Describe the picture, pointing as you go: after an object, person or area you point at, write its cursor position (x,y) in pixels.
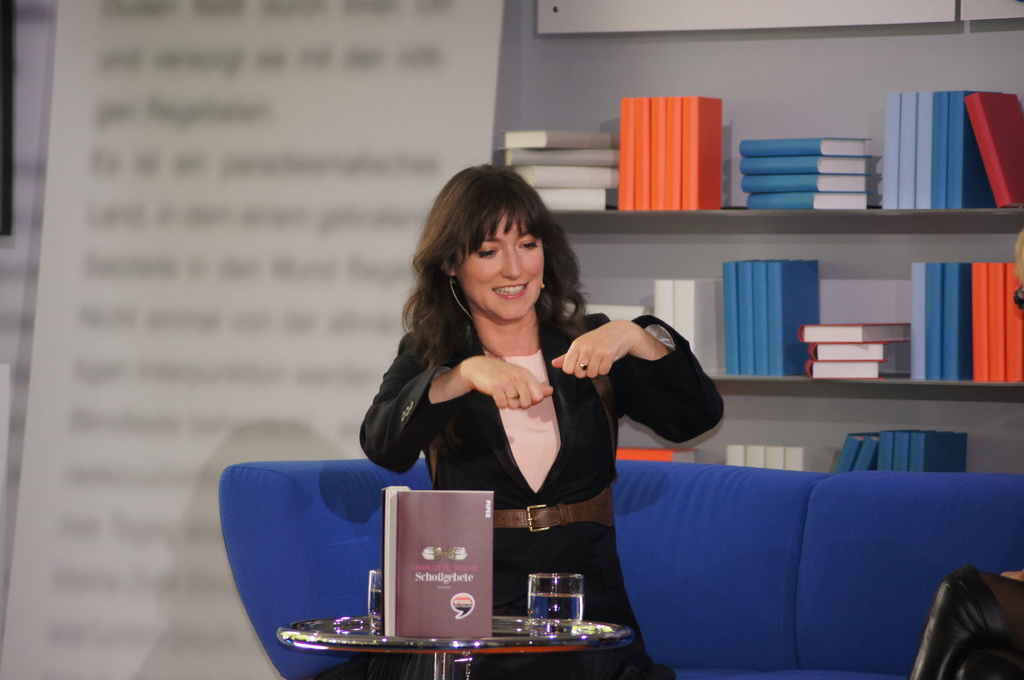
In this image we can see a woman (617,591) is sitting on the sofa (848,563). In front of the women (501,660), we can see a table (570,649). On the table (498,644), we can see a book (431,593) and glasses (557,595). In the background (351,400), we can see a banner (318,286) and so many books (760,177) are arranged on the shelves (900,395). We can see one more person (999,615) on the right side of the image (1021,286).
